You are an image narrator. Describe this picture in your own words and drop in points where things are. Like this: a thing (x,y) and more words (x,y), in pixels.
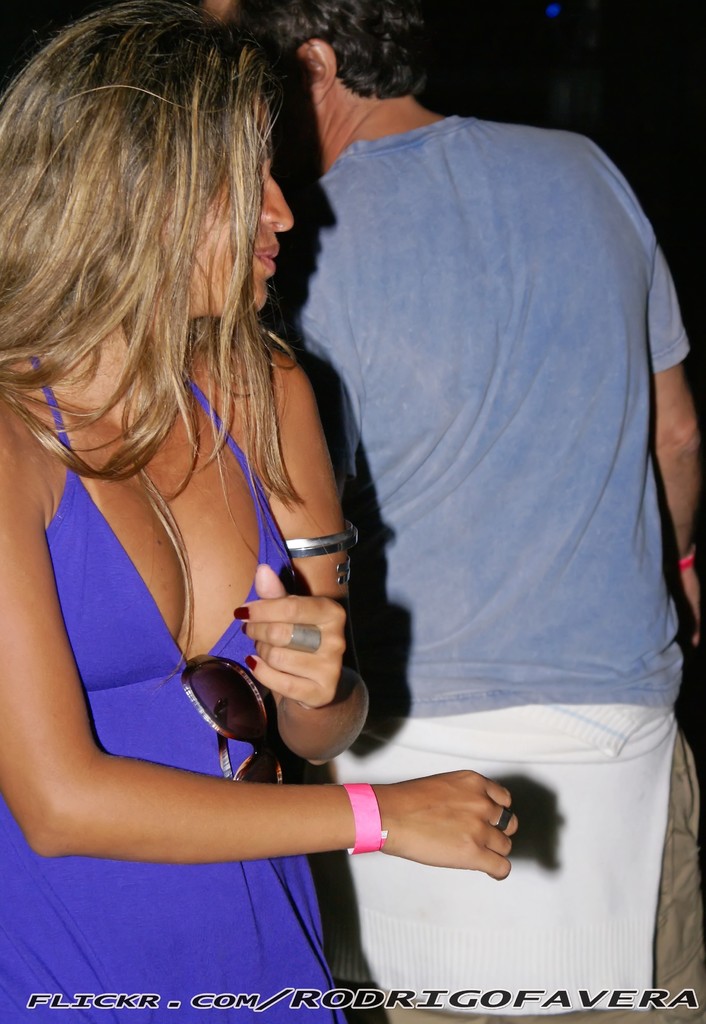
In this picture we can see a man (689,767) and a woman (118,194) standing and in the background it is dark.
